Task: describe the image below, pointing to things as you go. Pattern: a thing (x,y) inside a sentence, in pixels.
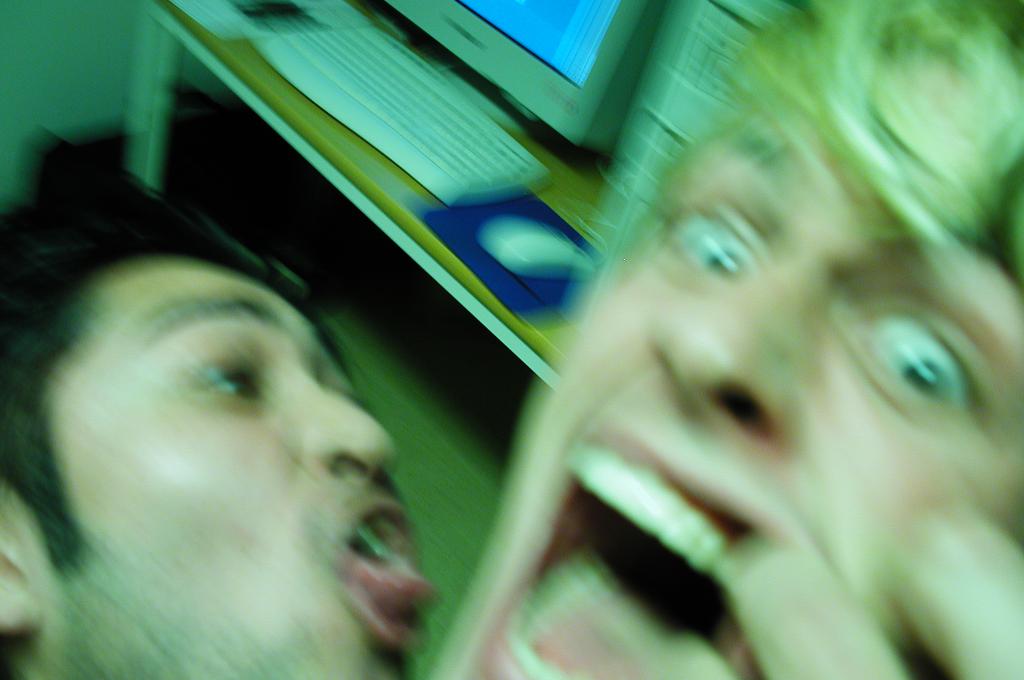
In this image I can see two people faces (290,420). In the background (563,83) I can see the system (375,145).
